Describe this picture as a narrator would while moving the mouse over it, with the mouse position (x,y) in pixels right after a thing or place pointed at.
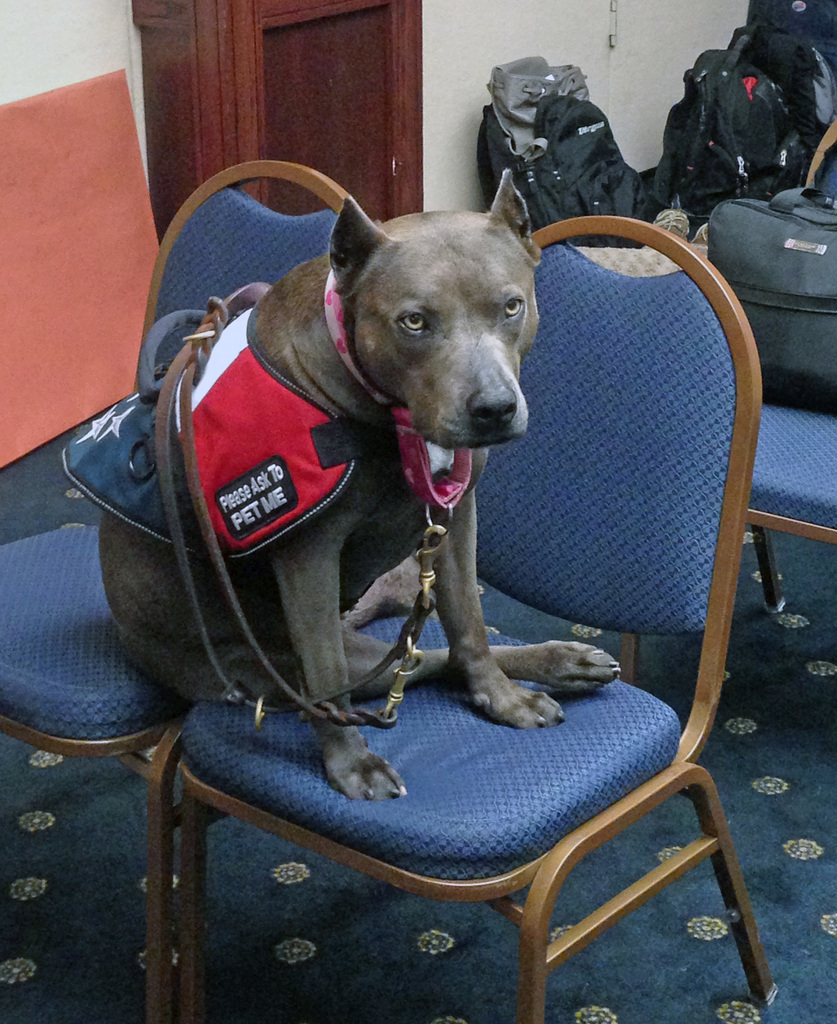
In this picture we can see a dog (491,679) on the chair (487,740). These are the bags (812,21). And this is the floor (774,778) and there is a wall (64,53).
